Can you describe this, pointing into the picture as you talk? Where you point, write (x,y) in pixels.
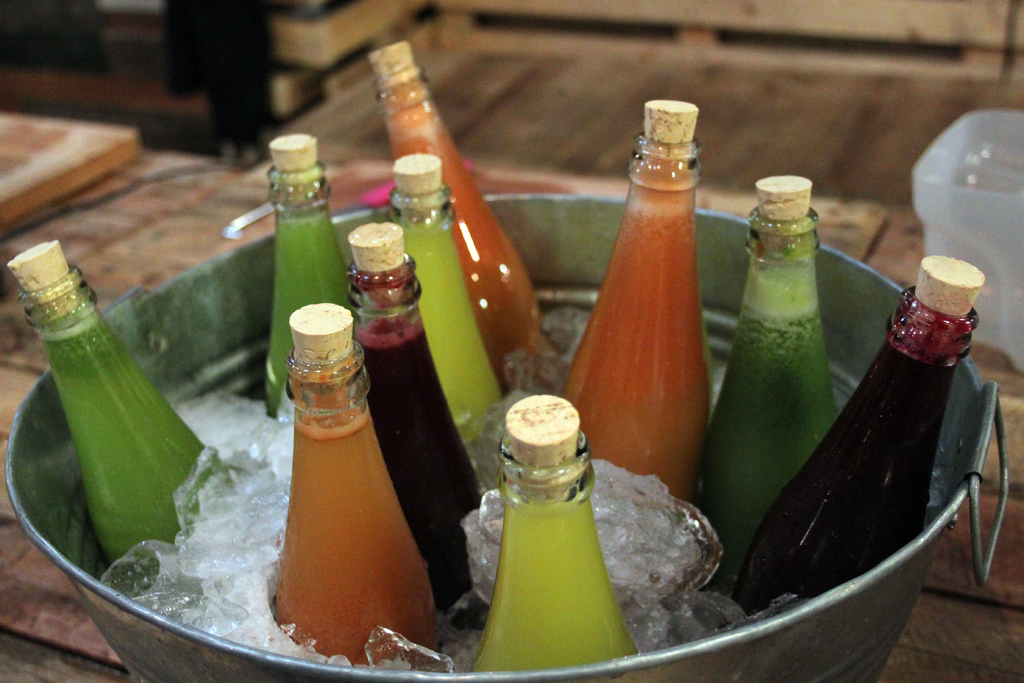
In this picture there is a container (432,681) in which there are different types of juice bottles (460,547), which are placed with the ice (265,515) and there is a table (140,227) around the area of the image, the bottles (584,351) are in different color.
